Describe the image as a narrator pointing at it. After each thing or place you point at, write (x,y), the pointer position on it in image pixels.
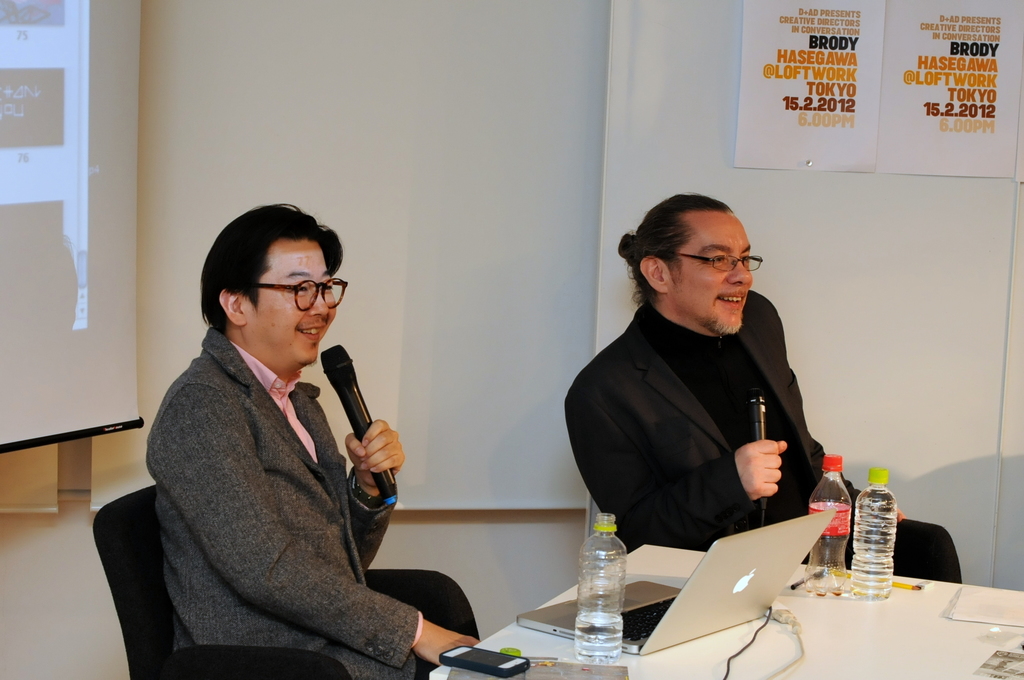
There are two persons (586,475) sitting on the chairs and they are holding mics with their hands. There is a table (933,652). On the table (948,626) we can see a laptop (764,610), cable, mobile (479,665), papers (1003,662), and bottles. In the background (30,460) we can see a wall (514,217), posters (871,33), and a screen (27,415).
